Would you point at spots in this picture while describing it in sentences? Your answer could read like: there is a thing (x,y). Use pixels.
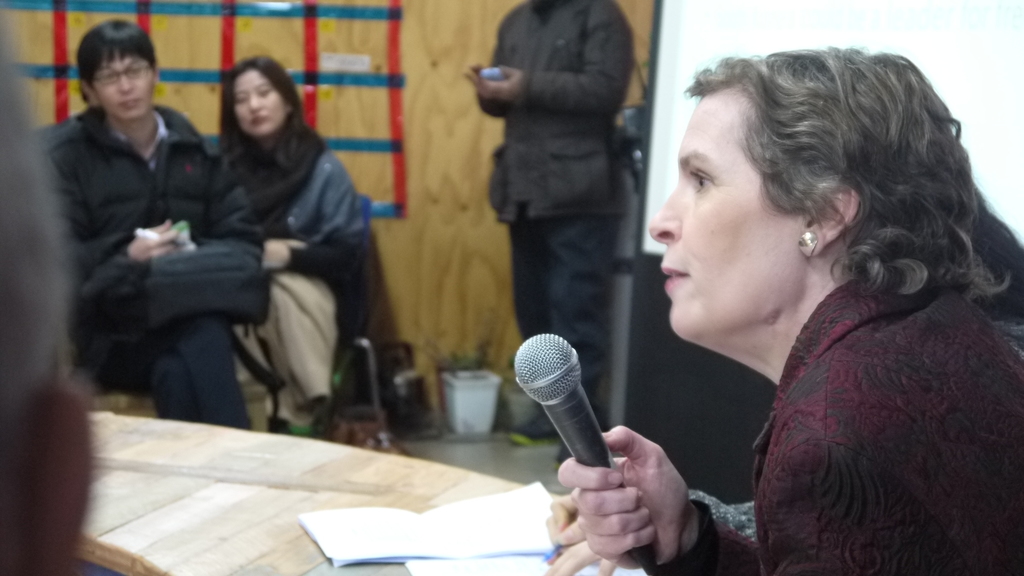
In this picture we can see three persons (587,479) are sitting on the chairs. She is holding a mike (548,375) with her hand (662,447). This is table (206,497). On the table (297,501) there are books (473,502). Here we can see a person (604,25) who is standing on the floor (498,466). On the background (403,103) there is a wall (411,63) and this is board (966,56).
